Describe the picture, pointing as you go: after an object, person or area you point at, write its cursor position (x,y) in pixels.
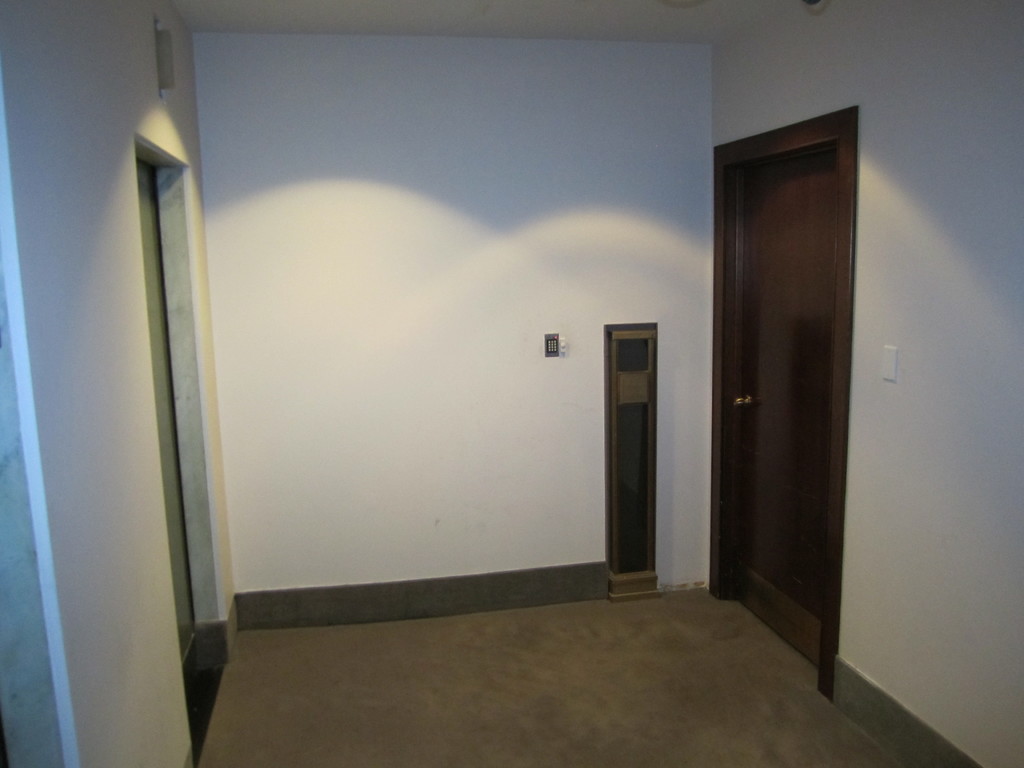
In this image I can see a wall (492,442) which has switches (890,370). Here I can see a door (794,363).
